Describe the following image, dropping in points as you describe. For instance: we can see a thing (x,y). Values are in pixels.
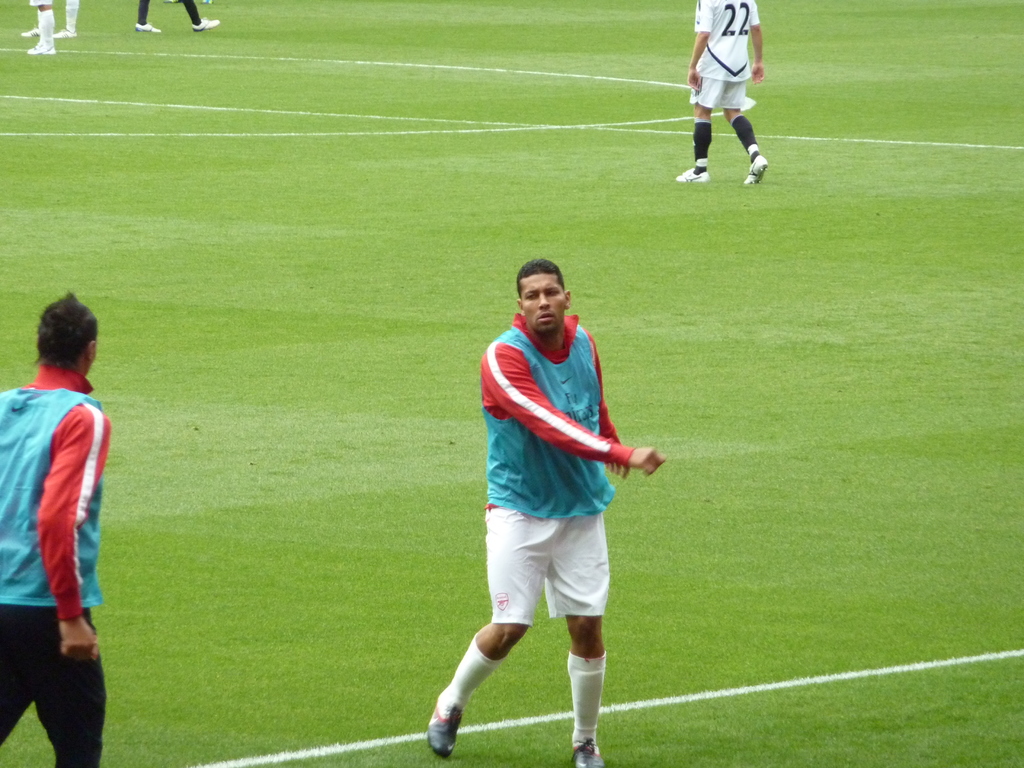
In this image I see the green grass (665,122) and I see white lines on it and I see few people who are wearing jerseys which are colorful.
